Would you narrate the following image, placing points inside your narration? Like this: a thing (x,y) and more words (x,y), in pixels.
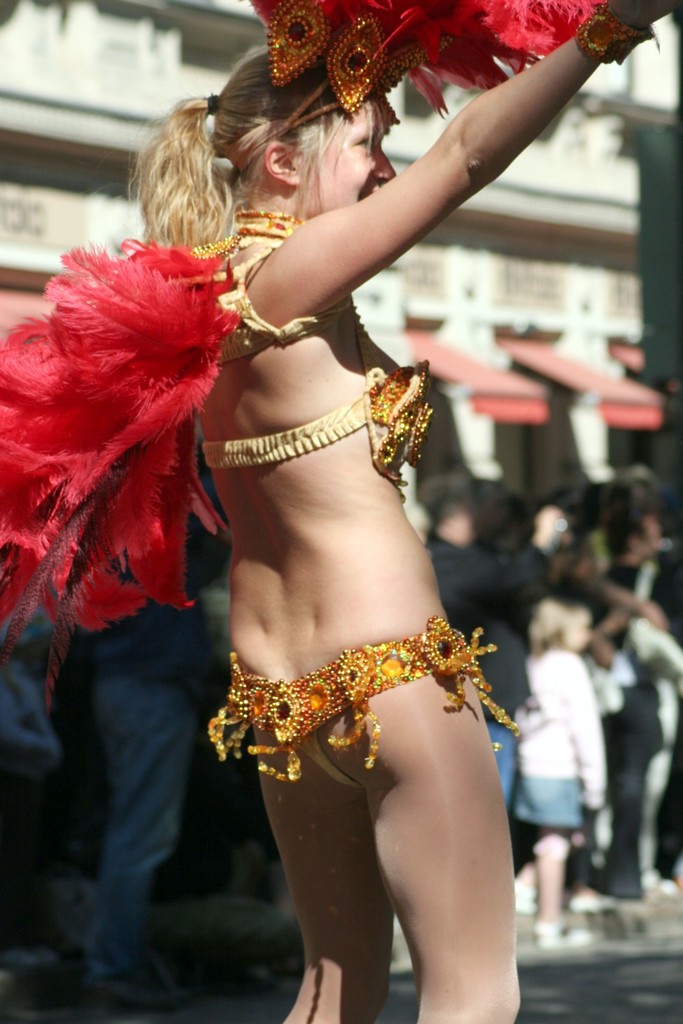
This image consists of a woman (402,645) dancing. She is holding feathers (166,405). In the background (637,544), there are many people (679,565). At the bottom (579,992), there is a road (586,992).
